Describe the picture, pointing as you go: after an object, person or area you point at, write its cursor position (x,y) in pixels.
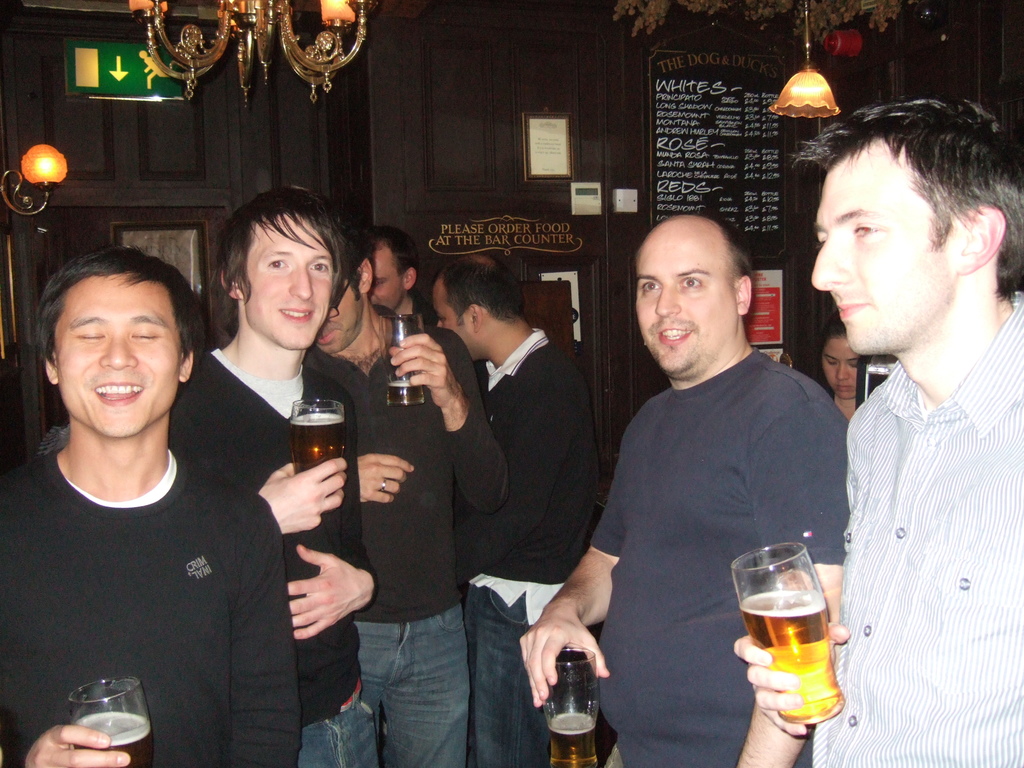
Here we can see a five person (884,205). They are having a drink (144,764) and the person (90,357) on the left side (122,440) is having a smile on his face (153,362).
